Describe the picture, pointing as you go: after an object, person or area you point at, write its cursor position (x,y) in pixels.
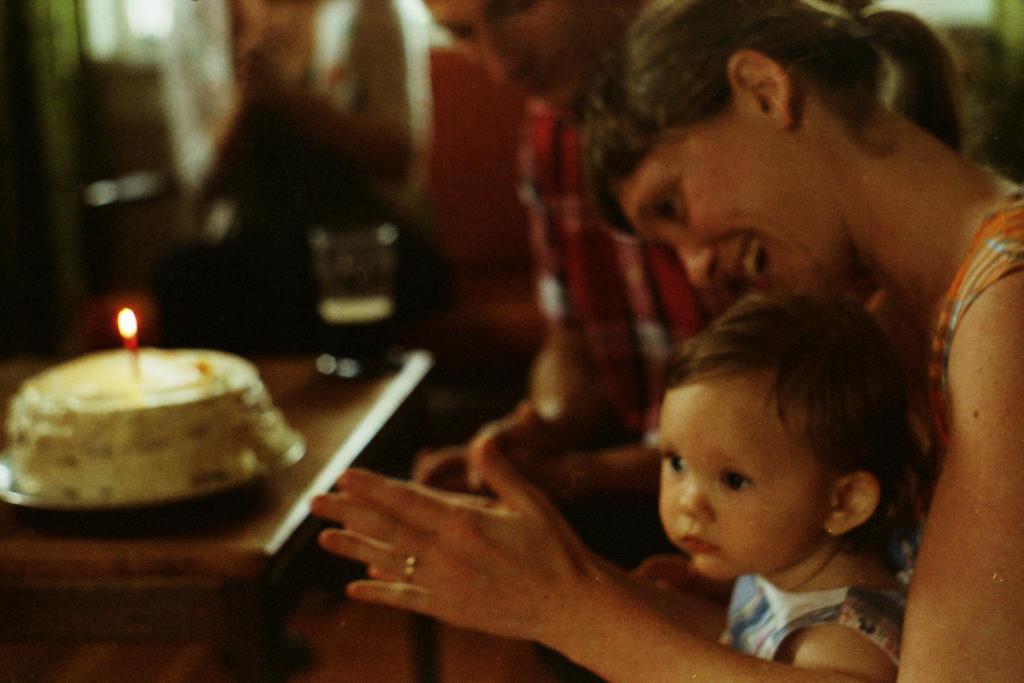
In this image there is a woman (1017,353) having a baby (813,613) before her. Beside to her there is a person (622,305). There is a table (159,553) having plate (116,497) and a glass (337,338) on it. Plate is having a cake (109,437) which is having a candle (136,341) on it. Background (171,284) is blurry.
